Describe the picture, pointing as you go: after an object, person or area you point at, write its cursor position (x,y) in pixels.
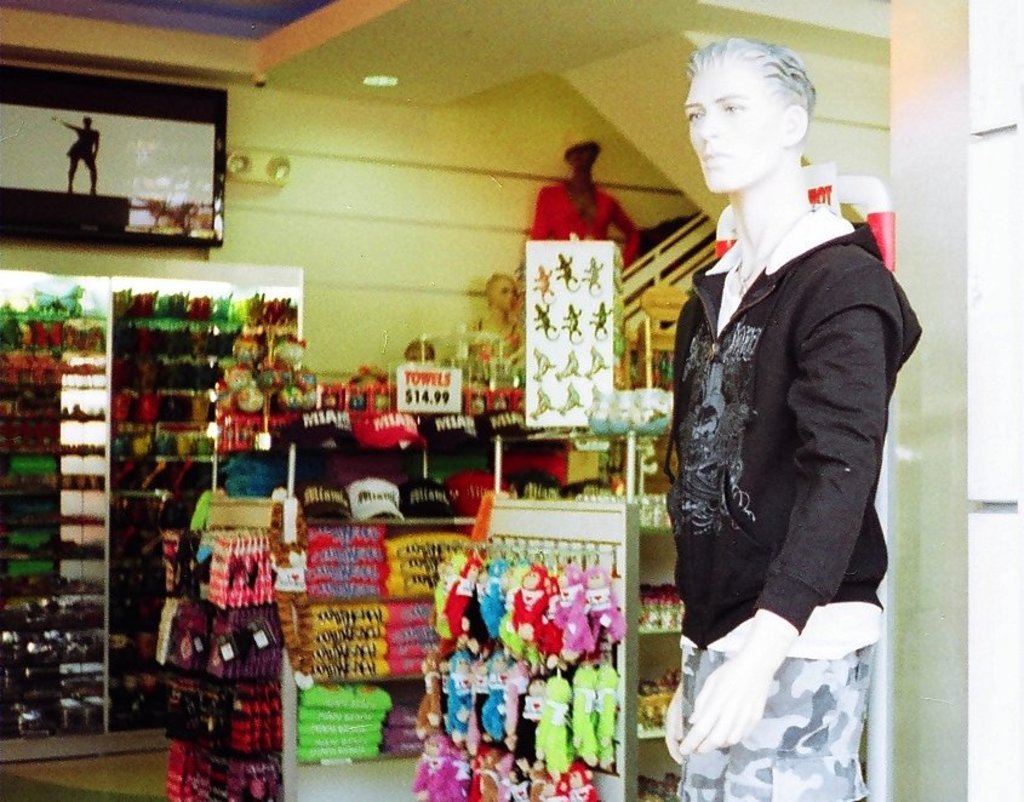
There is the store (388,303) in the image, we can see a multiple caps (425,426) with a different colors, there is a racks (162,459), there is a mannequin (749,482) standing in front of a store (725,240), there is television (131,182).
